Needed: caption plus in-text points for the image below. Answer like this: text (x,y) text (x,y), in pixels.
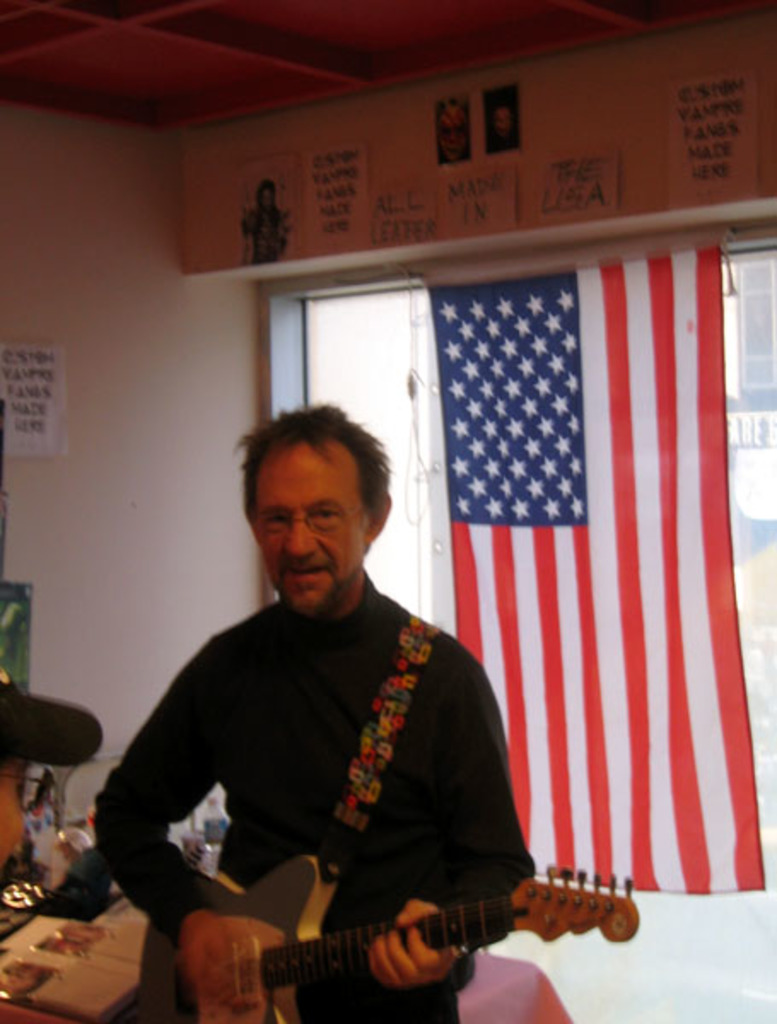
In this picture we can see a man (337,779) is holding a guitar (316,906) in his hand (421,945), in the background (525,693) we can see a flag (515,671).
